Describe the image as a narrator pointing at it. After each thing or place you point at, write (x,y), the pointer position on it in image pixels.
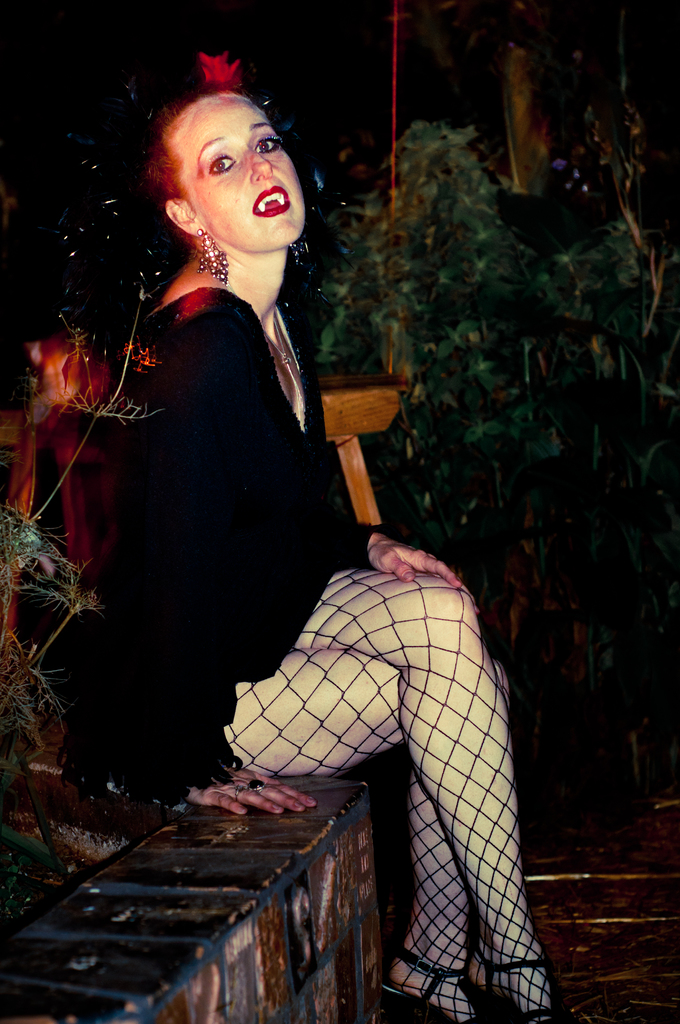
In this image we can see a woman (354,653) sitting on a low brick wall (257,877). In the background (564,226) we can see trees (561,566).
